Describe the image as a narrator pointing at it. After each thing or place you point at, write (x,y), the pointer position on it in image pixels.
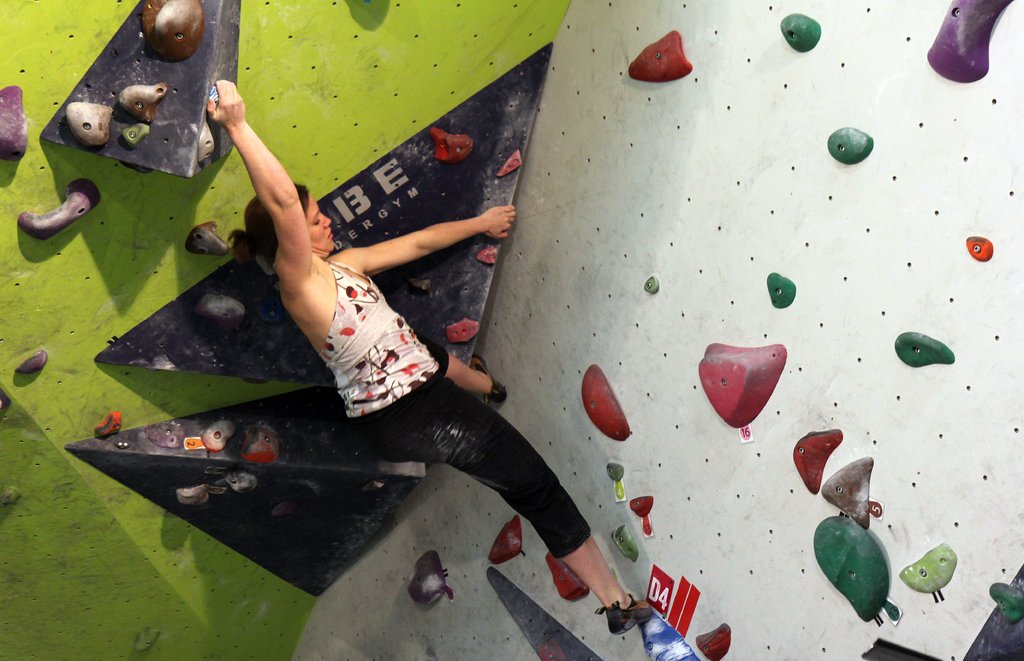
This image consists of a woman (337,308) climbing the wall (791,118). She is wearing a black pant (502,437).
